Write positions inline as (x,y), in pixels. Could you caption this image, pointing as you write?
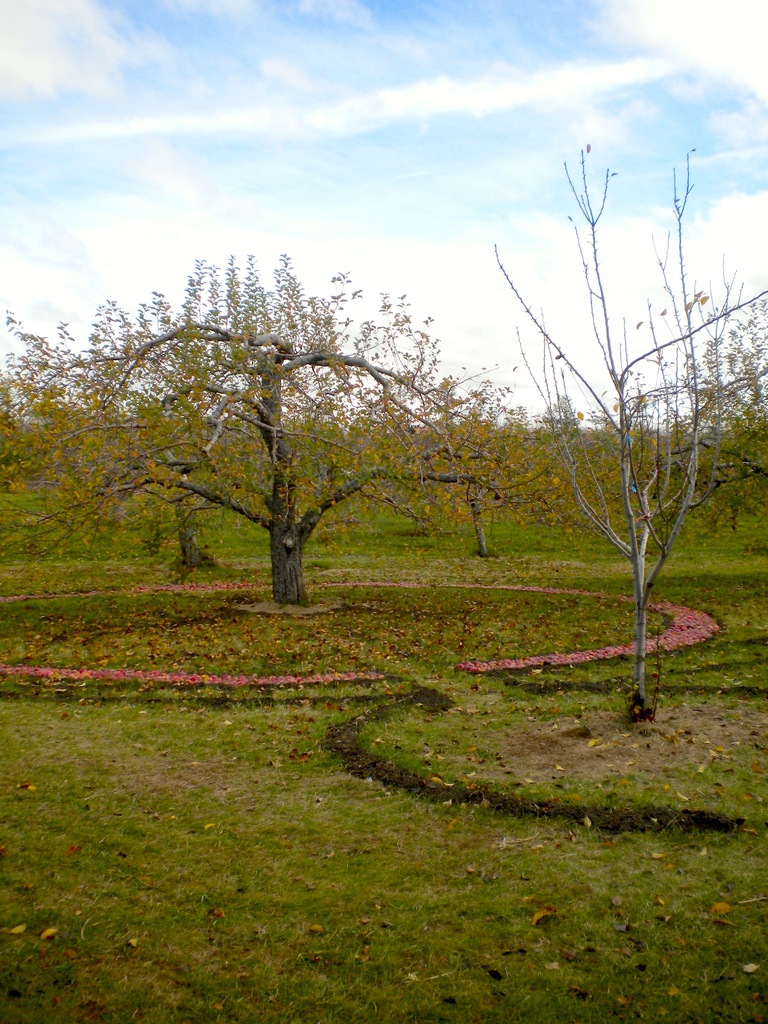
In this picture we can see grass (308,802), few trees (547,514) and clouds (487,87).
